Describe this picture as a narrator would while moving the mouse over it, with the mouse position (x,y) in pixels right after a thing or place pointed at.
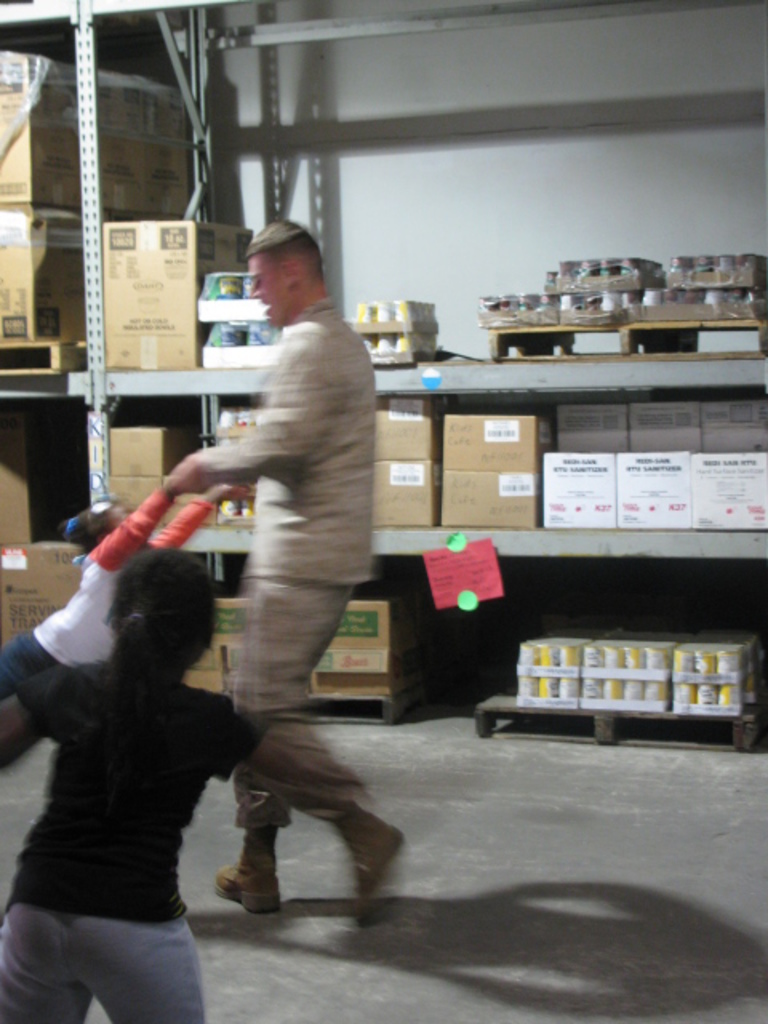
In this image, there is a person (319,425) holding another person hands (180,486) with his hands (212,482). This person (222,464) is wearing clothes (290,573) and standing beside the rack (438,367). This rack (478,367) contains some boxes (559,464). There is kid (123,749) in the bottom left of the image (123,749) wearing clothes (90,767).
